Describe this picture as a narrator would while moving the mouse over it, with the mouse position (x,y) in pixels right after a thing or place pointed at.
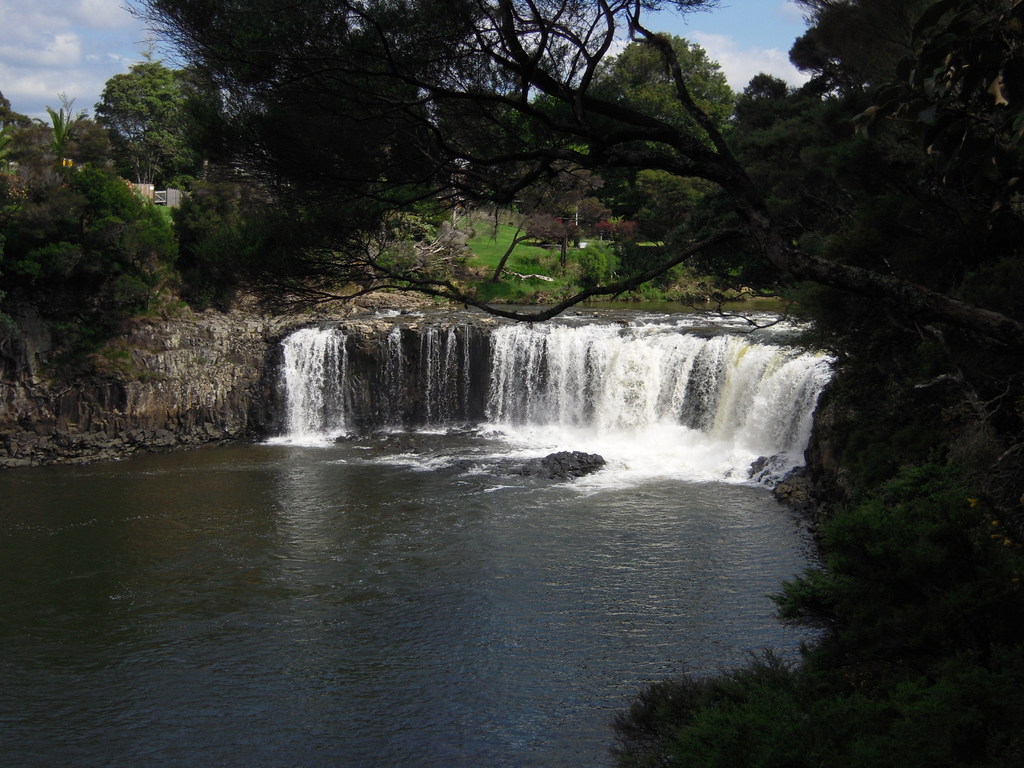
Here in this picture we can see a river (252,463), as we can see a waterfall (300,405) from the rock stones (235,312) present in the middle (452,331) over there and we can see plants (190,260) and trees (755,229) present all over there and we can see clouds (61,81) in the sky (65,69).
